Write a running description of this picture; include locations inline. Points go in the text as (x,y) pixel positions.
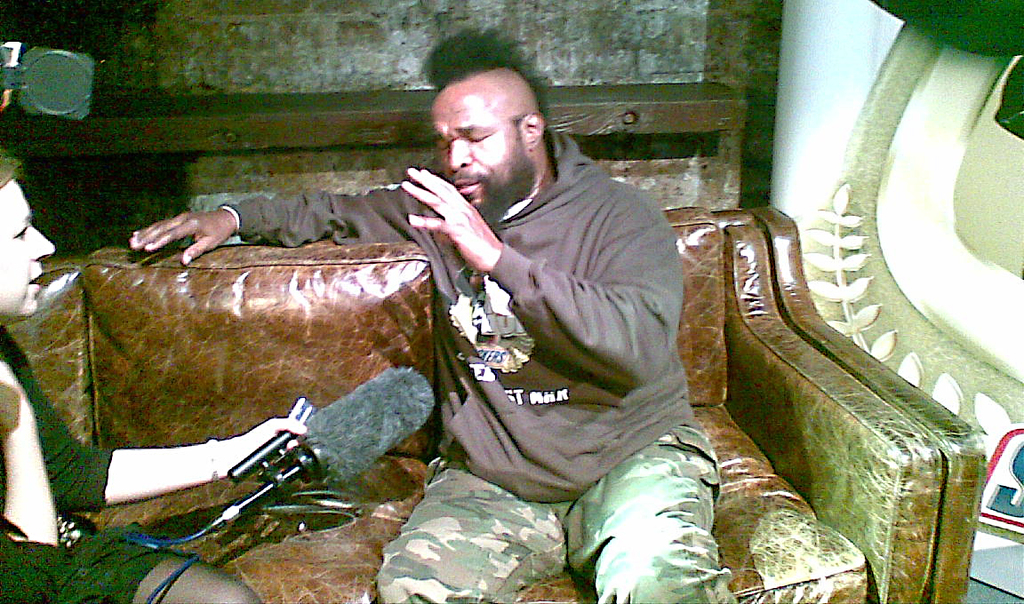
In the center of the picture (355,313) there is a couch (146,295), on the couch (261,281) there is a person (553,377) sitting. On the left (54,446) there is a person (81,464) holding mic (352,411). In the background (400,38) it is wall (636,46). On the right (898,272) there is a poster (911,323) to the wall (616,45).
